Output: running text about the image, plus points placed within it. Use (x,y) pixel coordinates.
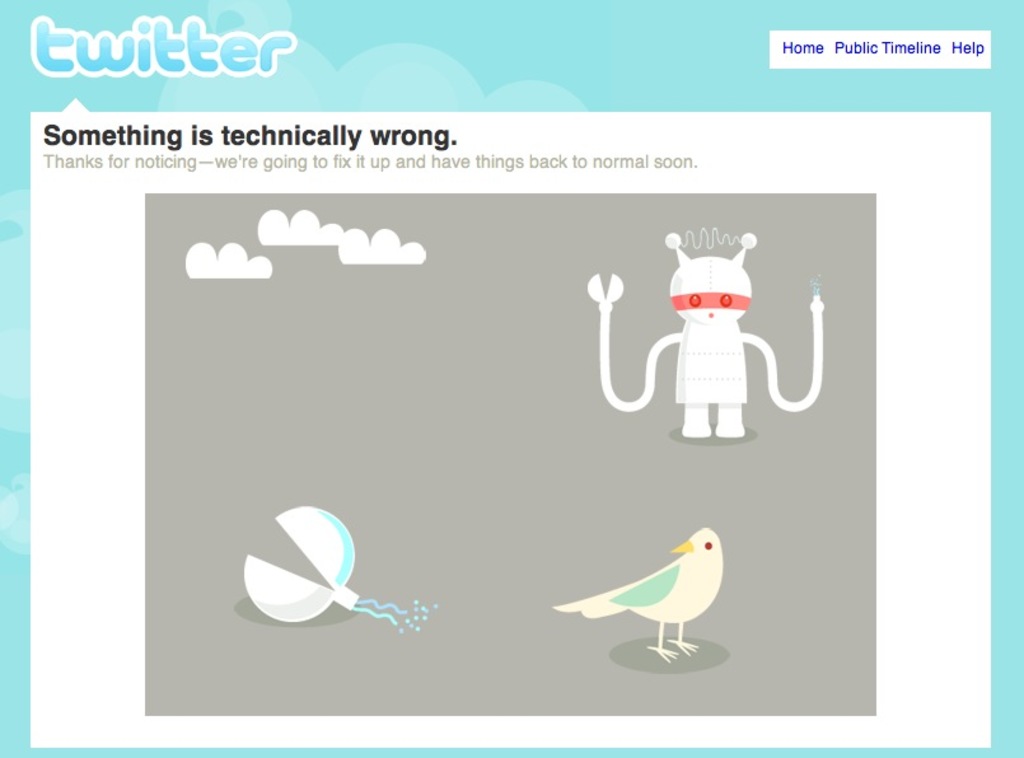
This is a poster. Here we can see texts (253,129) written on it and we can also see cartoon figures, some objects (270,573) and a cartoon bird (681,566).
